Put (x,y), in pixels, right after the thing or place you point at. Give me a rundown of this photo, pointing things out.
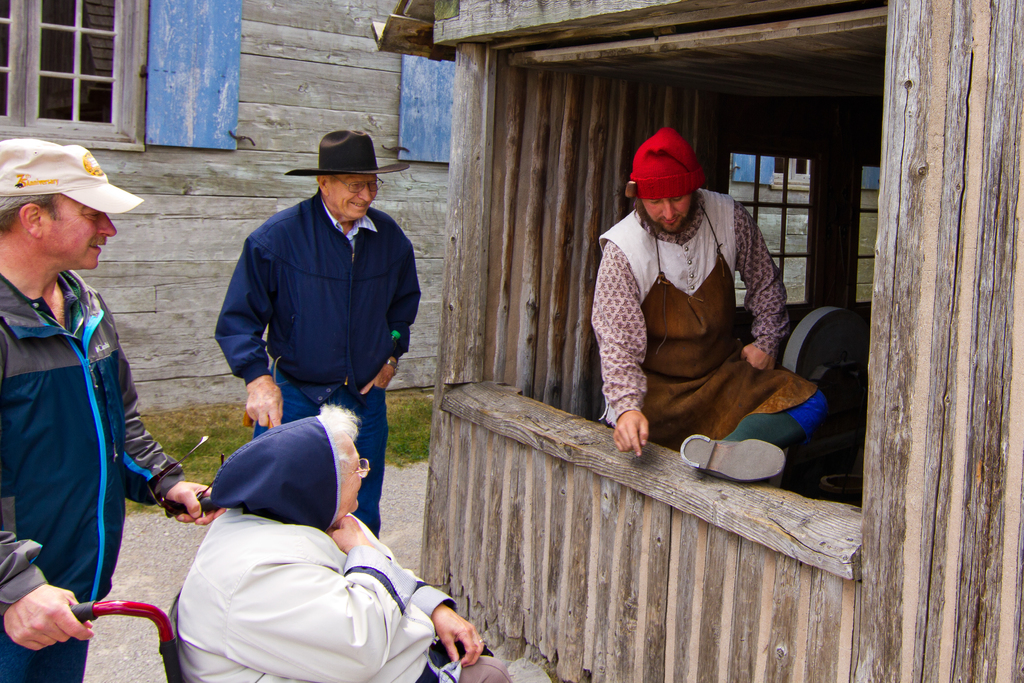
In this picture I can see there is an old woman (299,565) sitting on the wheel chair (176,638) and there is a man (70,504) holding the wheelchair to the left side (77,582), there is another old man (362,216) standing on the right side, holding a stick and there is a person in the wooden building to the right (720,343) and there is a window (1,87) and a wooden wall (235,192) in the backdrop (262,77), there is some grass (232,444) on the floor (186,446).
